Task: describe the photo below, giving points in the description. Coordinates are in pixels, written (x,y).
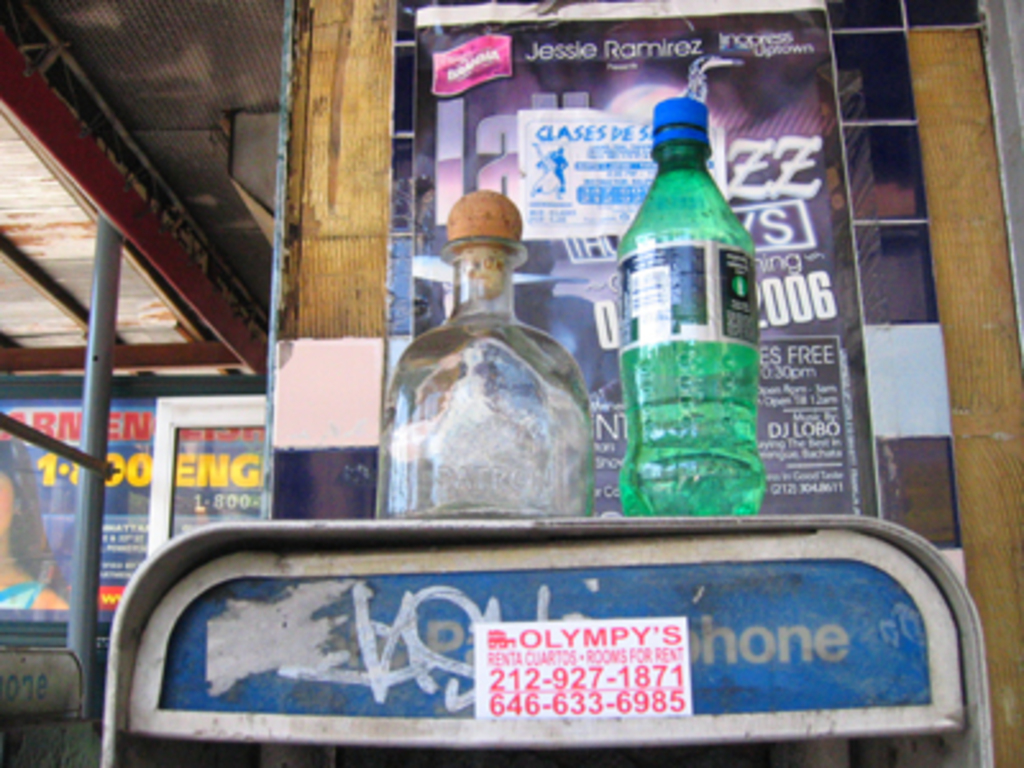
In this picture there are two bottles (523,414). At the background (612,81) there is a poster (553,90). There is a pole (90,553).
